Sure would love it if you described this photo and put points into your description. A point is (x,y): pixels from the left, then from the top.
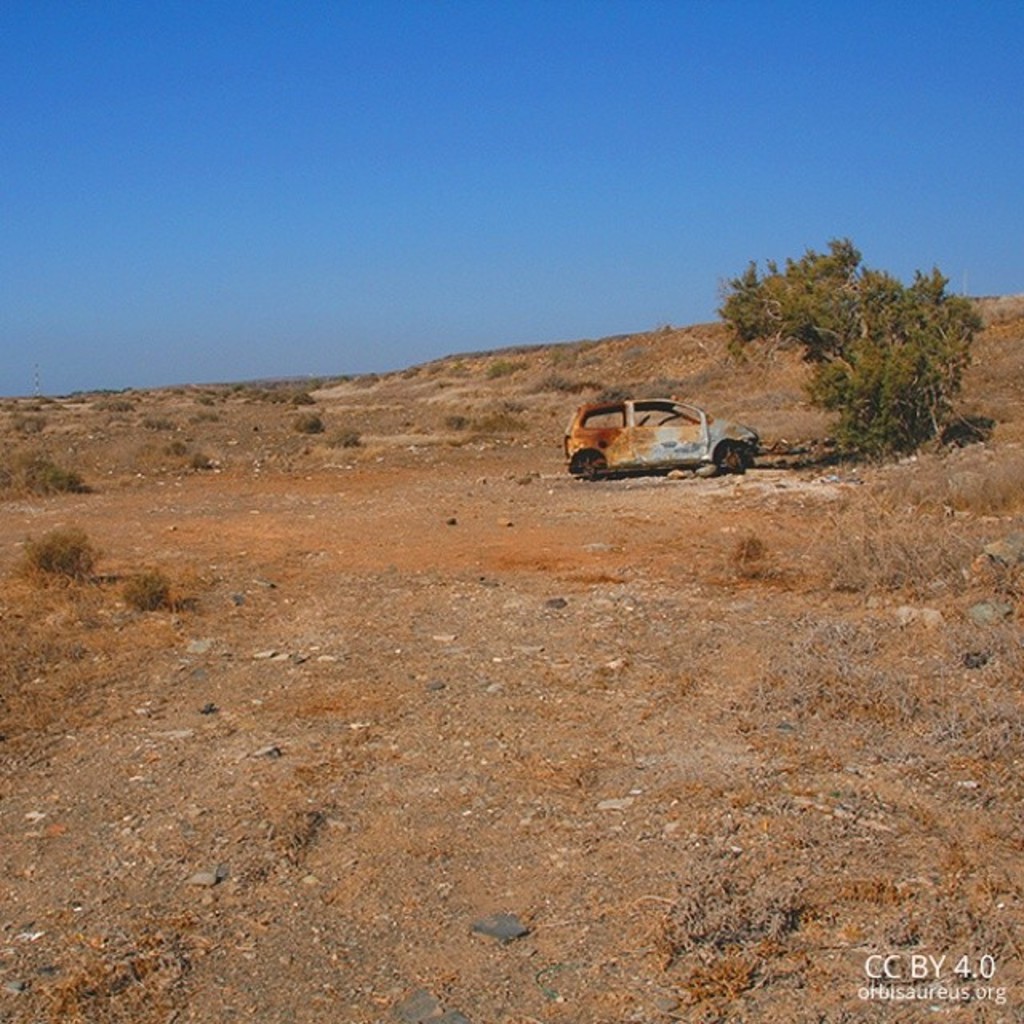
We can see a abandoned car (706,452) on the ground (447,546) at a tree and there is grass (740,937) on the ground (263,504) and in the background (235,219) we can see the sky (484,212).
